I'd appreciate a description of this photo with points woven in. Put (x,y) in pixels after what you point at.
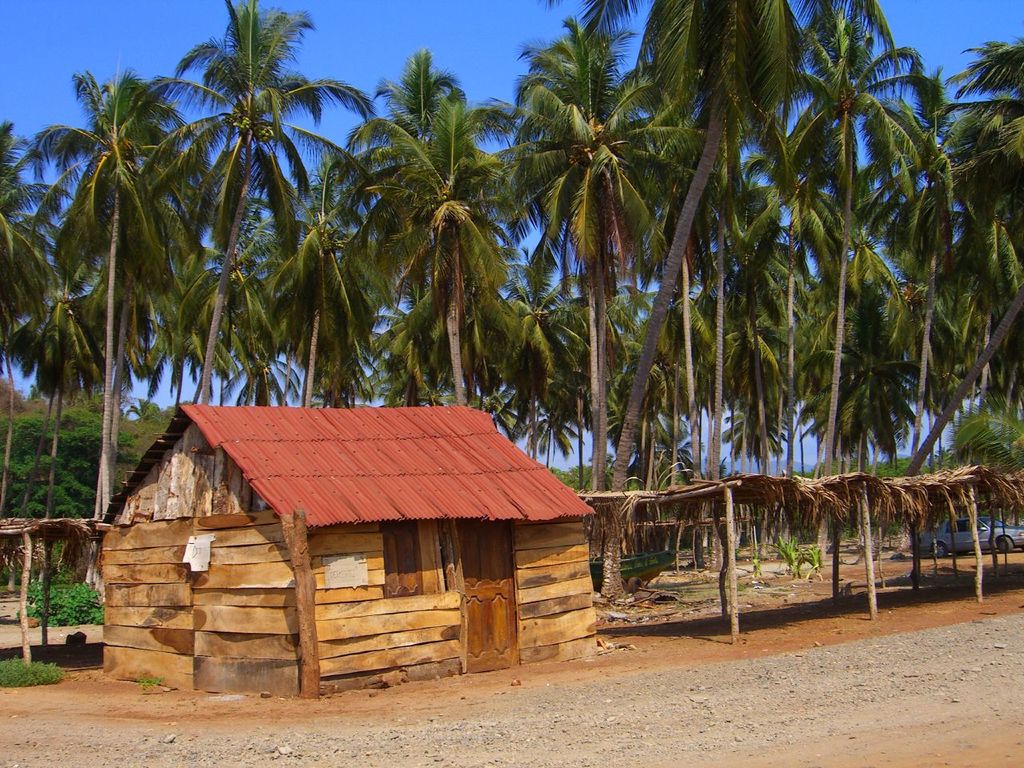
In this image, we can see trees (325,158) and there are plants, a shed (252,567) and huts (799,502) and we can see a vehicle (967,527) on the road (905,690).
